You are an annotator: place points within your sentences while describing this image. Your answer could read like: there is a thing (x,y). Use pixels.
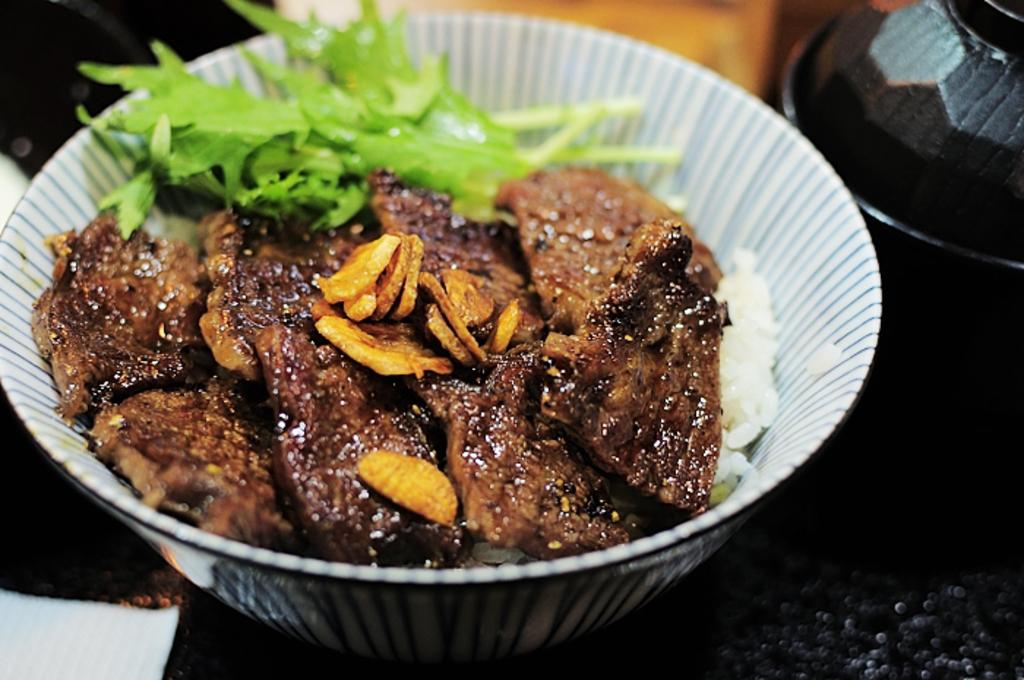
In this image there are food items (273,324) in the bowl (507,565). Beside the bowl (829,179) there is another bowl (925,175) on the table (906,601).
